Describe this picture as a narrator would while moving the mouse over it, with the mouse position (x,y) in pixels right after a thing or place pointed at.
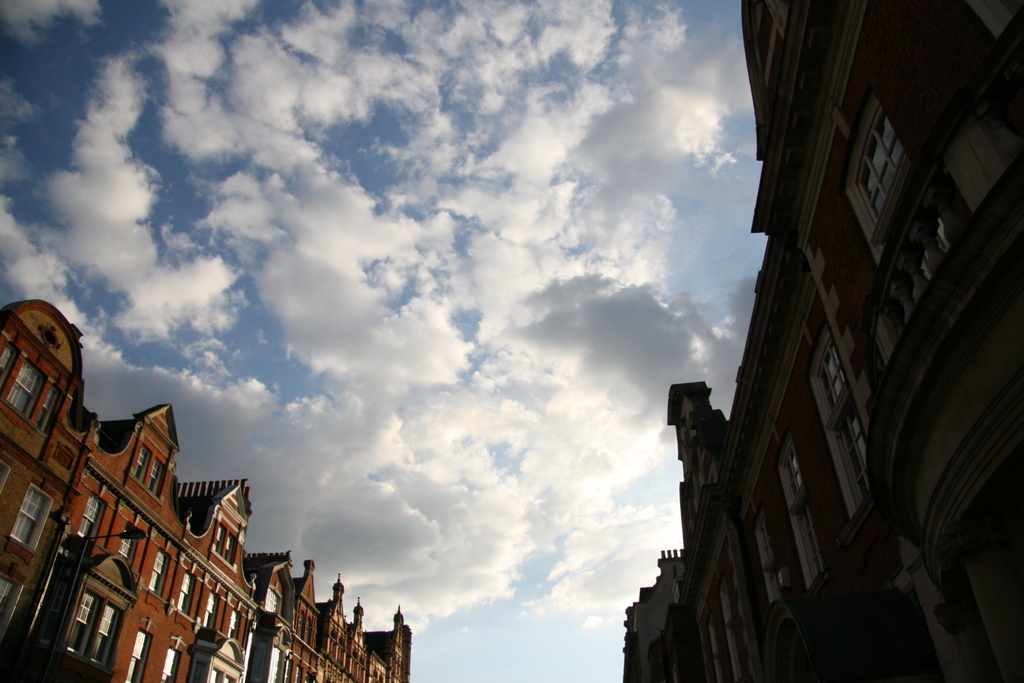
This image is clicked outside. There are buildings (246,571) at the bottom (813,482) and middle. There is sky (373,195) at the top (203,139).
